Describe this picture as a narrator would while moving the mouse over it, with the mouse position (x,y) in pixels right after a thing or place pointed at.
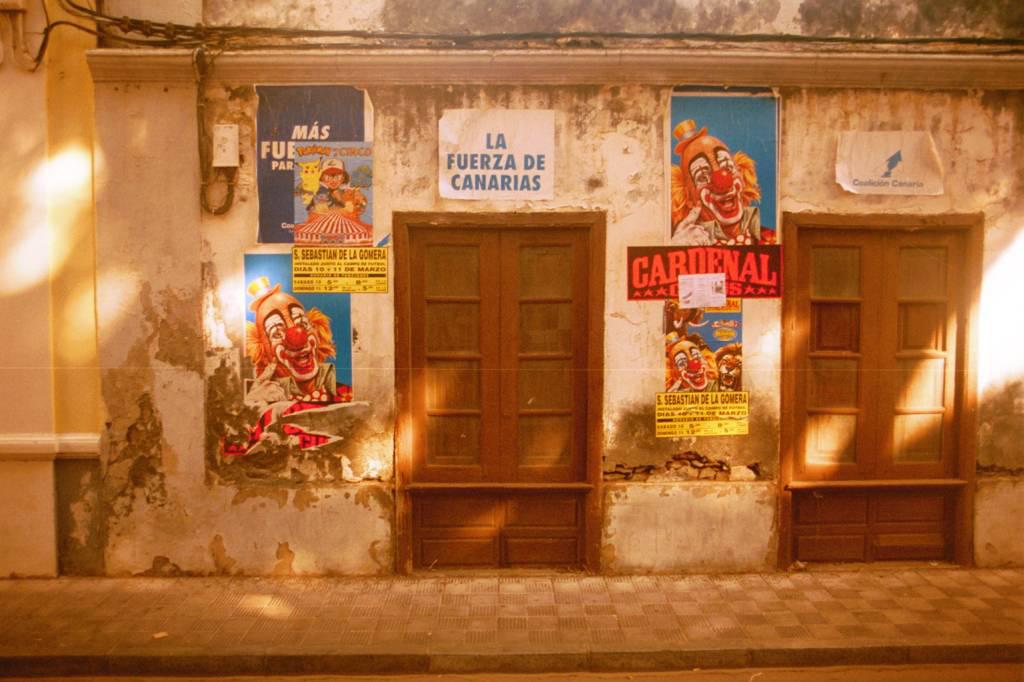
In the foreground (414,222) I can see a building (211,286), doors (477,423), posters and wires (260,29). This image is taken during daytime.
